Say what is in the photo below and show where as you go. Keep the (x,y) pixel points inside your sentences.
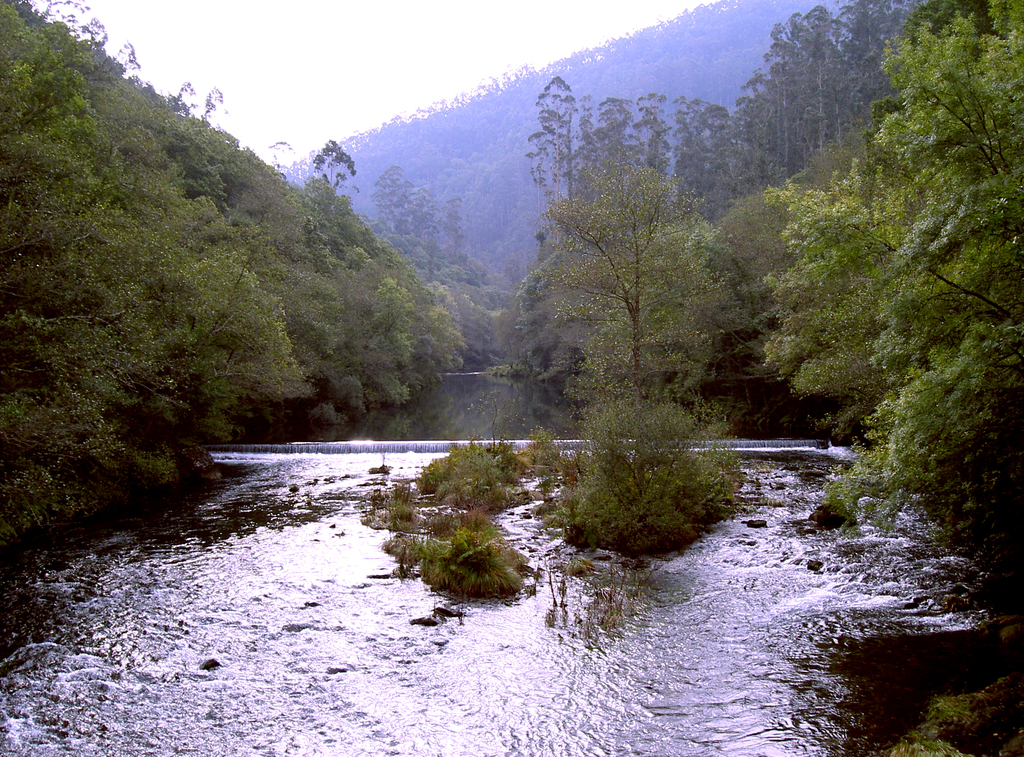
In this image, we can see some water (276,631). We can see some plants (599,518) and trees (925,249). We can see the sky (311,128).
